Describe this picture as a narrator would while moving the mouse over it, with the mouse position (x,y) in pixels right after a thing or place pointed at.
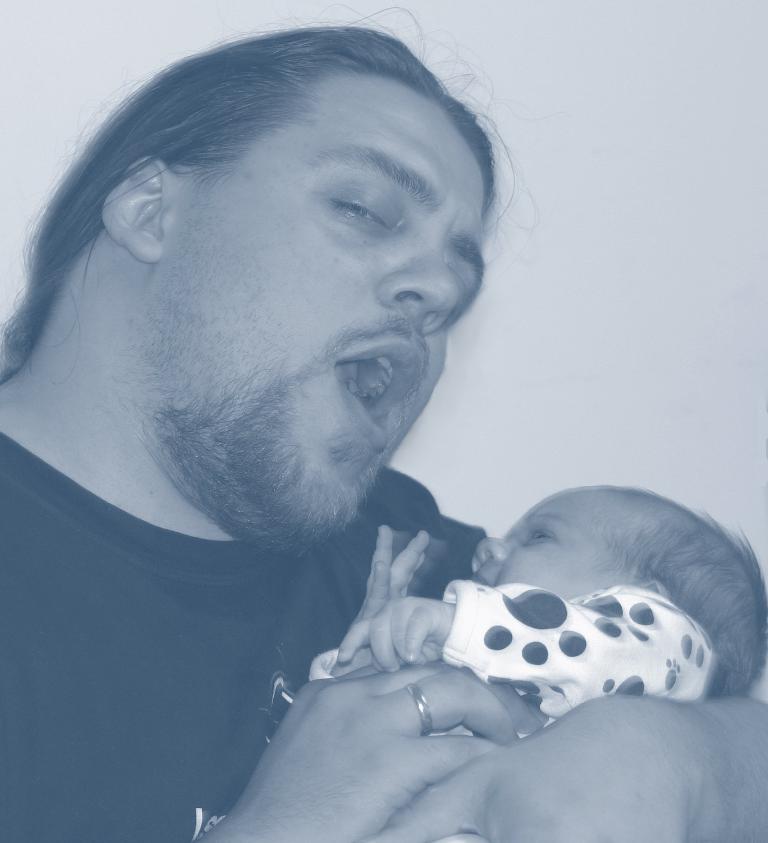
On the left side (151,231), there is a person (394,342), speaking and holding a baby (713,611) with both hands (371,796). And the background (677,142) is white in color.
